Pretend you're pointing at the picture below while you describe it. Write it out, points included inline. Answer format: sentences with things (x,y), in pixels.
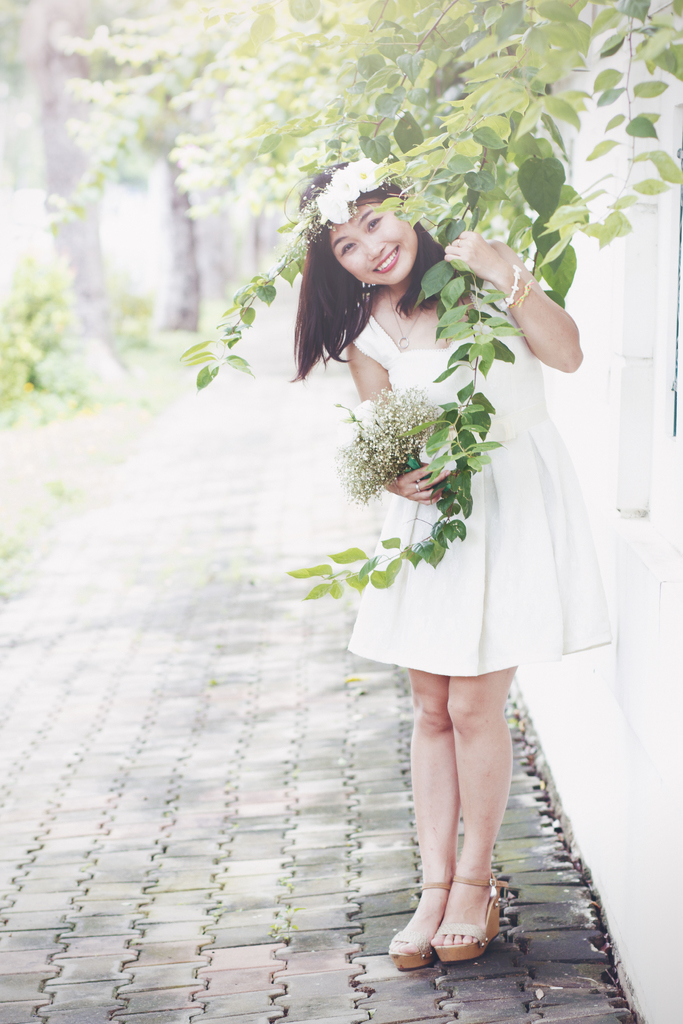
In this picture there is a woman (443,959) standing and smiling and holding the flowers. At the back (84,305) there are trees (264,231). On the right side of the image (668,212) there is a wall (657,927) and there is a tree (530,70). At the bottom (299,928) there is a pavement (195,899) and there is grass (44,415).
